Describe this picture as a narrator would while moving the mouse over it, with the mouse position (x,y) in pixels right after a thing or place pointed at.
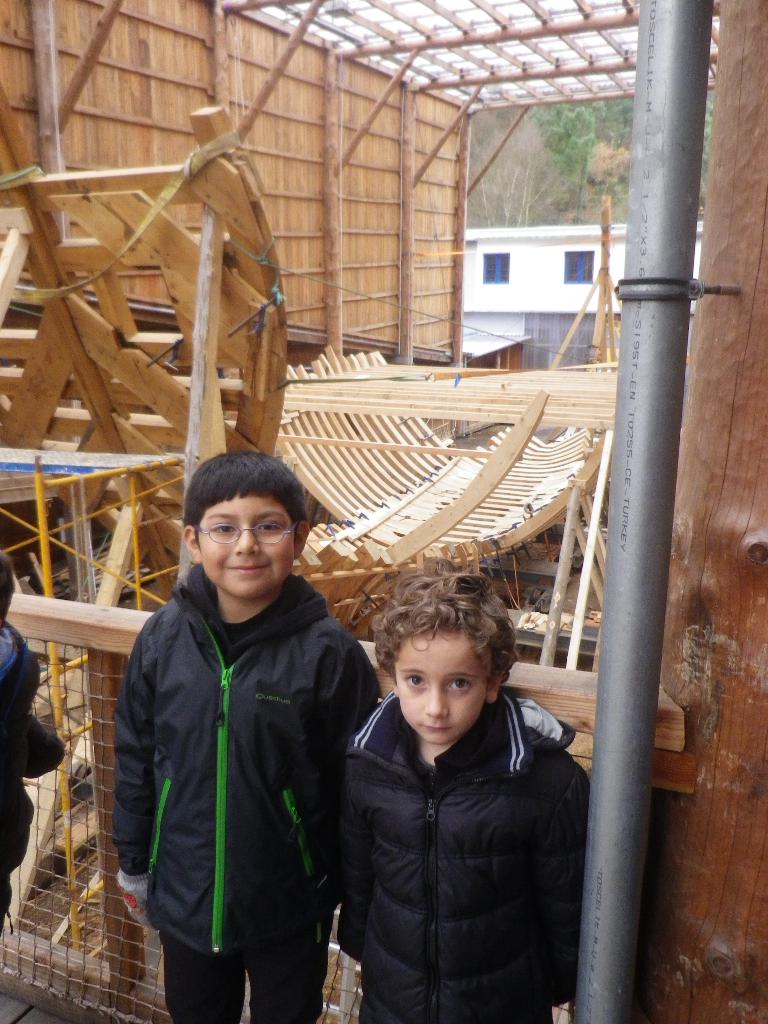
In the image we can see there are children (214,782) standing, they are wearing clothes (183,729) and this child (211,681) is wearing spectacles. Behind them there is a fence (90,688) and wooden construction (366,409), this is a pole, building (508,334), window (498,264) of the building (502,256) and tree (551,150).
